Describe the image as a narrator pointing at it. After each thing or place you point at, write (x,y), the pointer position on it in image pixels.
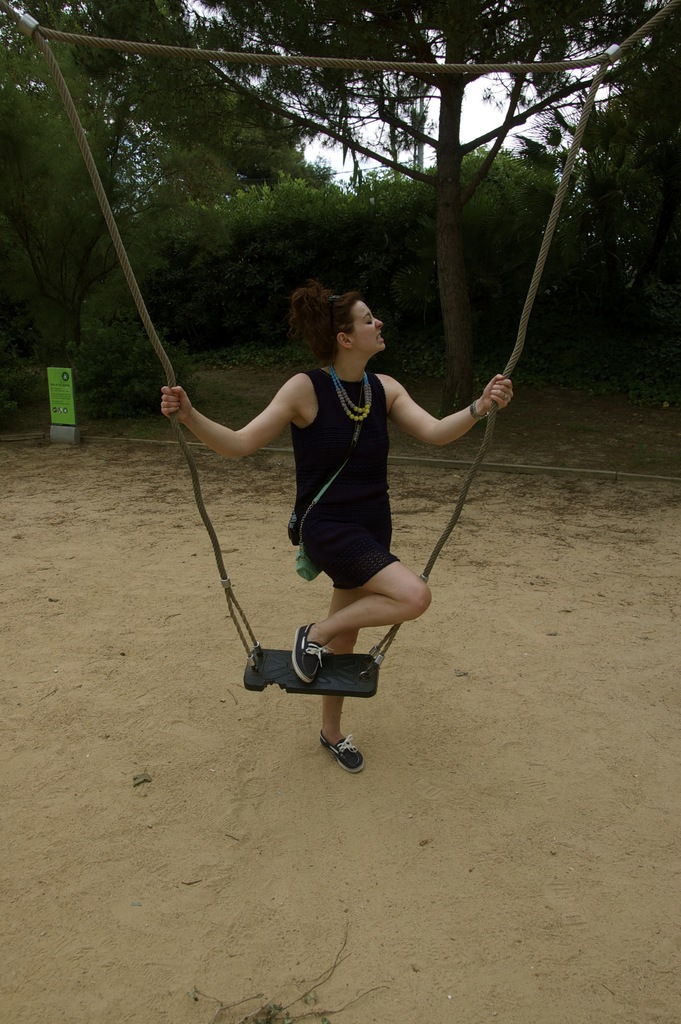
In this image, we can see a person (340,729) holding some object (178,429). We can see the ground (434,446). We can also see some grass (284,379), plants (399,183) and trees (521,117). We can see a board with some text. We can also see the sky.
